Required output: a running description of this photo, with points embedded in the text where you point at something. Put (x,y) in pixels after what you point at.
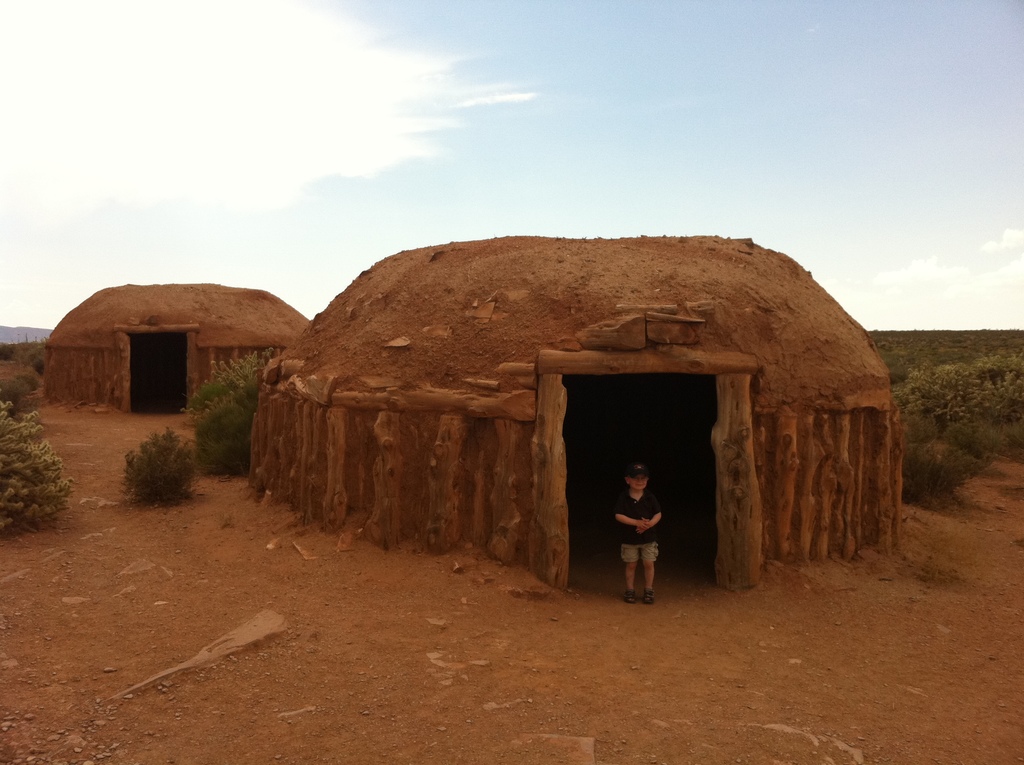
In this picture we can see small boy (630,587) is standing in the front of the ground (640,632). Behind there is a mud igloo (503,498) and some plants (966,403). On the top (39,207) there is a sky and clouds (320,119).
